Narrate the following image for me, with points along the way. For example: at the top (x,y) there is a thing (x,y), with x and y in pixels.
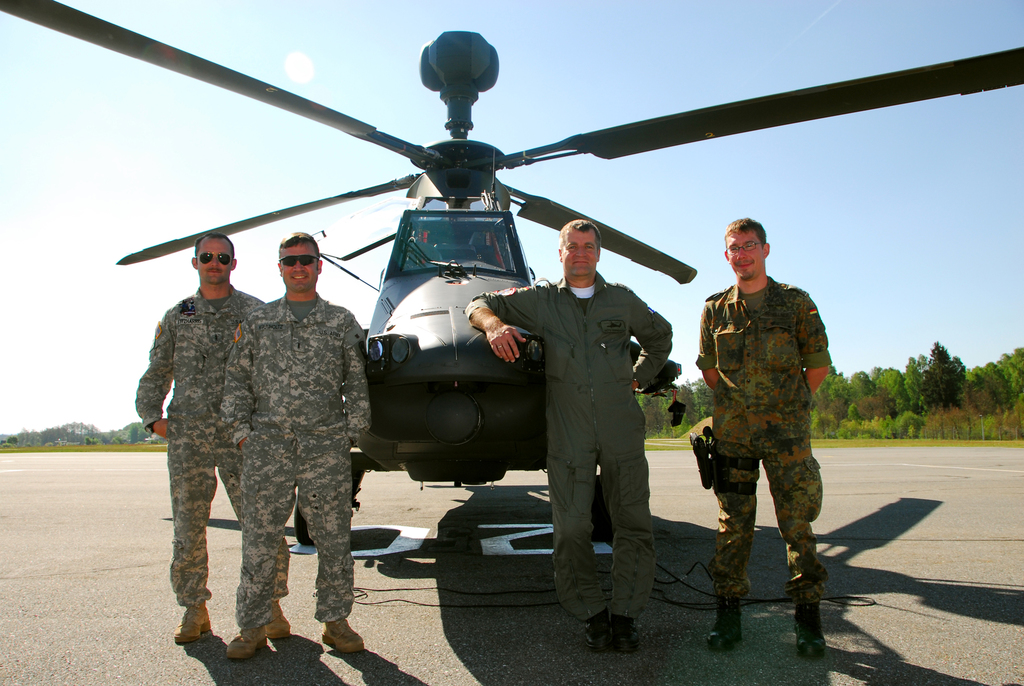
In this image there are some persons (564,367) standing and two of them (350,394) are wearing goggles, and in the center (442,290) there is one helicopter (426,410). At the bottom (91,545) there is road (840,617), and on the road (972,610) there are some wires (681,604). In the background (813,397) there are some trees (947,389) and at the top of the image (387,123) there is sky (180,219).
